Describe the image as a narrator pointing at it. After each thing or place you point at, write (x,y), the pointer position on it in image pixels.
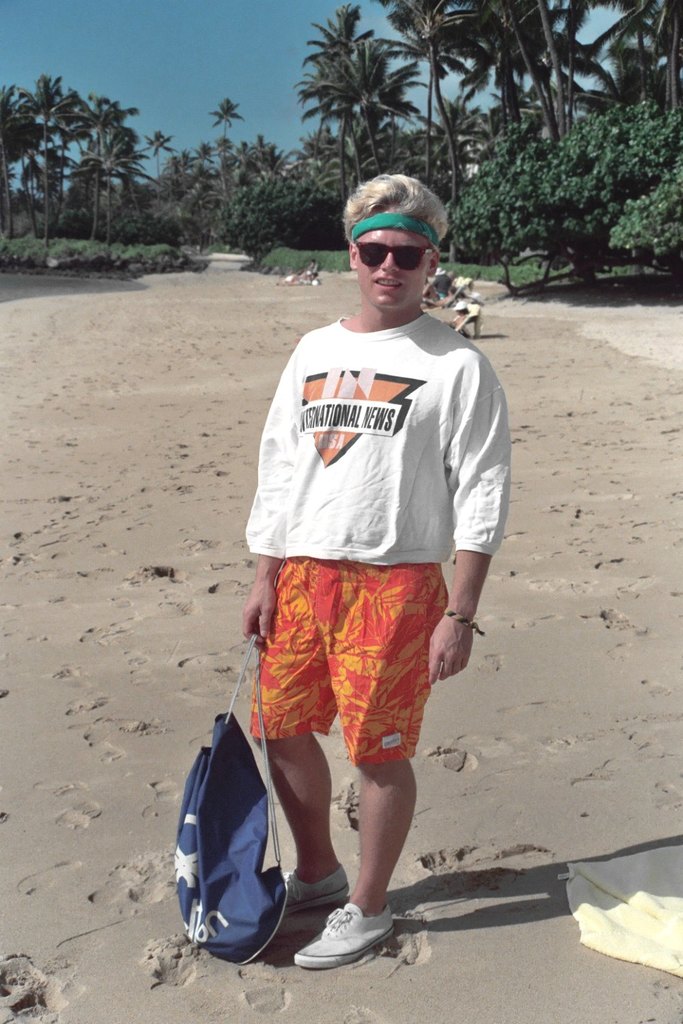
In this image there is the sky (274,69) towards the top of the image (229,62), there are trees (464,136), there is sand (131,486) towards the bottom of the image (434,971), there are a group of persons (436,289) sitting on the sand (347,277), there is an object (634,885) towards the right of the image (638,869), there is a man (388,510) standing, he is holding a bag (230,787), he is wearing goggles (412,265).
